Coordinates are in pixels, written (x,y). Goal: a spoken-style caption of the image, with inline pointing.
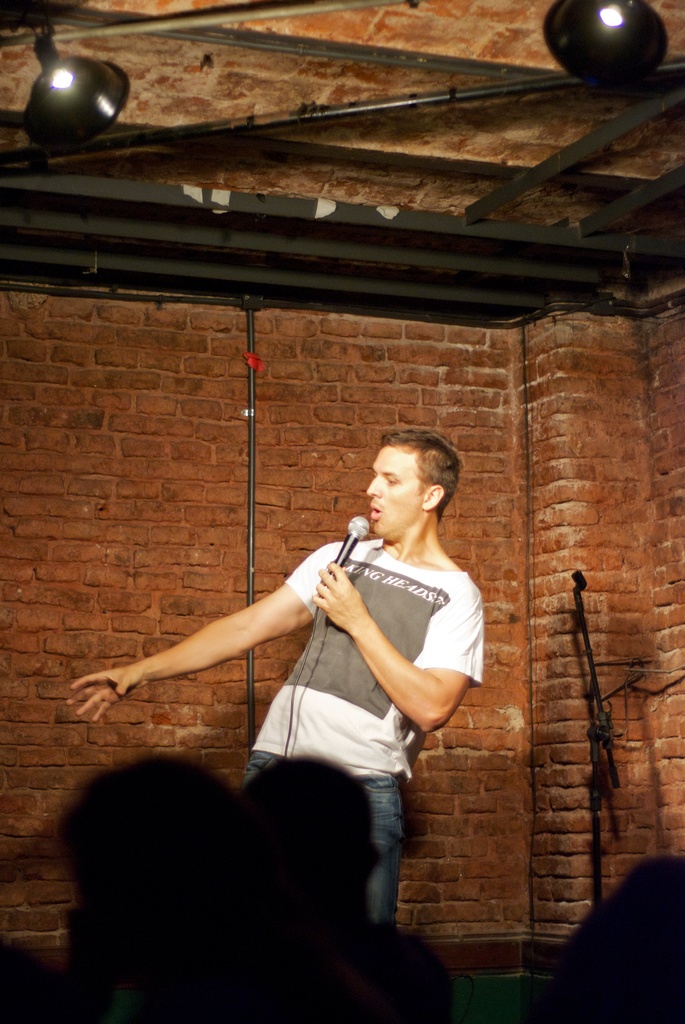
In the center of the picture (392,592) there is a person (375,608) holding a mic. In the background (285,406) there is a brick wall (482,410). On the right (598,813) there is a stand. In the foreground (175,902) it is blurred.
